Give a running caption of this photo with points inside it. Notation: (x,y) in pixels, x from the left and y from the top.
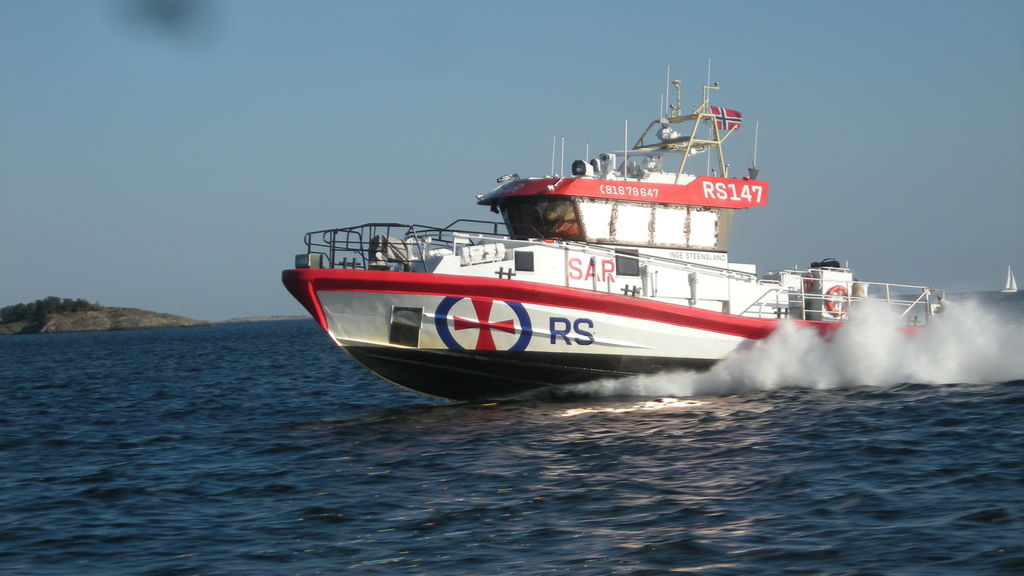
As we can see in the image there is water (457,529), boat (656,340), water spray (799,354) and in the background (39,308) there are trees (52,311). At the top (252,67) there is a sky (199,70).
